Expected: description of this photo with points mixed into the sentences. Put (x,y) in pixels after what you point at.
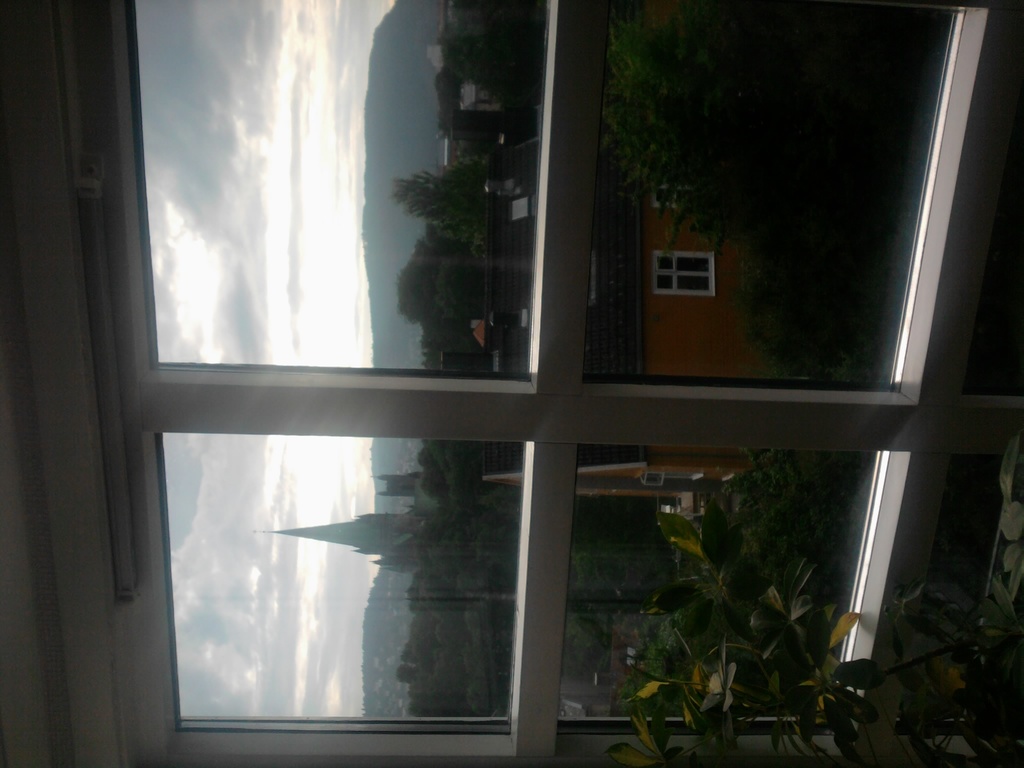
Here in this picture we can see a window (486,356) present, through which we can see houses (629,321) and buildings (345,534) and building towers (321,531) present over there and we can also see trees (466,631) present all over there and in the front (772,625) we can see a plant (768,644) present and we can see clouds (299,437) in the sky (299,437) over there.
